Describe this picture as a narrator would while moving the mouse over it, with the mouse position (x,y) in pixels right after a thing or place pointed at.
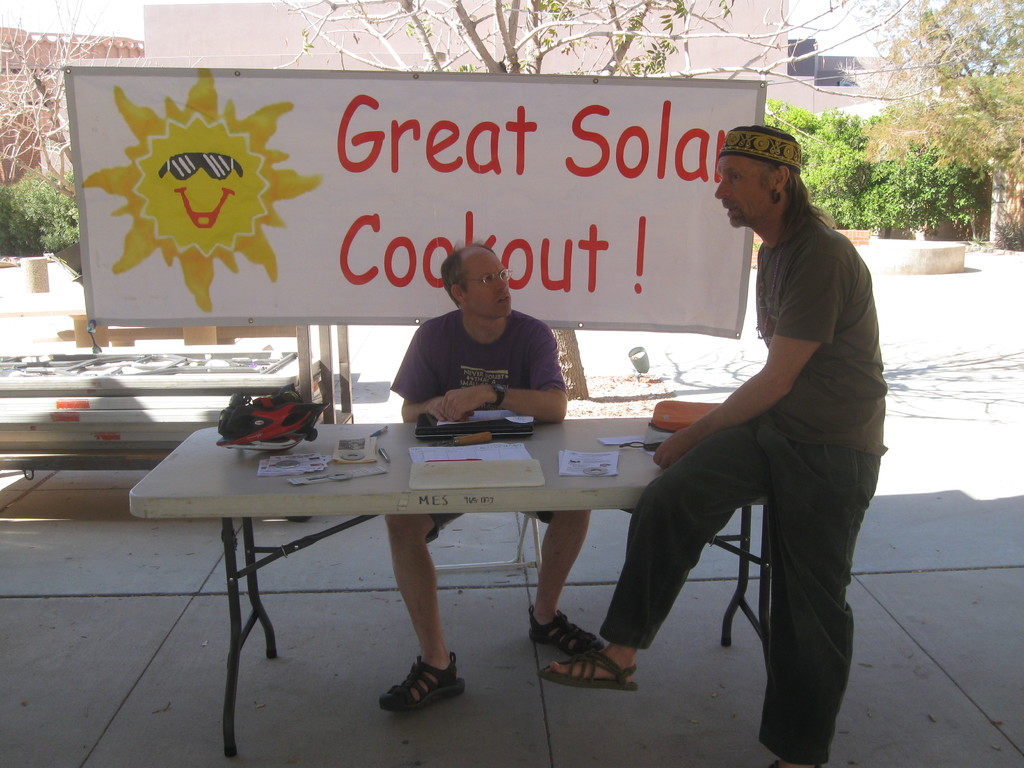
In the center of the image (559,454) there is a table (238,492) on which there are objects (423,473). There is a person (391,528) sitting on a chair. On the right side of the image (722,449) there is a person (623,633) leaning on the table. In the background of the image (700,320) there is a banner (414,97). There are plants (808,118), house (433,35), trees (566,49). At the bottom of the image (139,705) there is floor (301,737).
